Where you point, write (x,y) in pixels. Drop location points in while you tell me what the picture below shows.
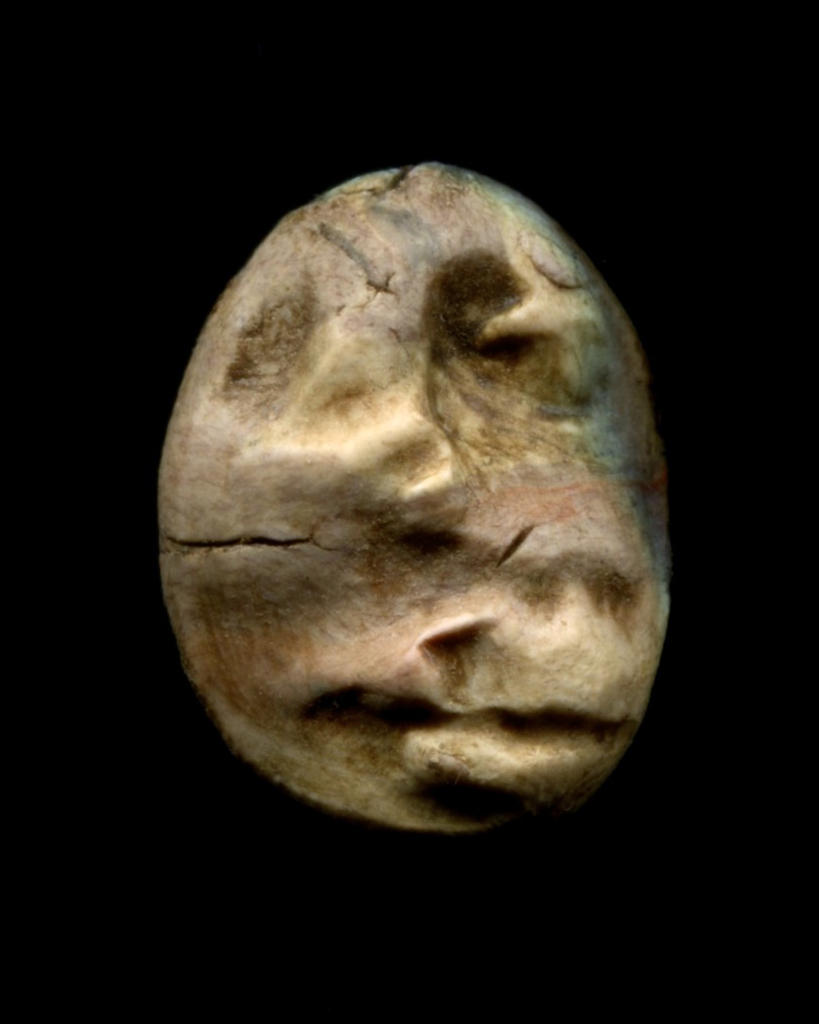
In this picture we can see an object (402,677). Background (669,275) is black in color.
